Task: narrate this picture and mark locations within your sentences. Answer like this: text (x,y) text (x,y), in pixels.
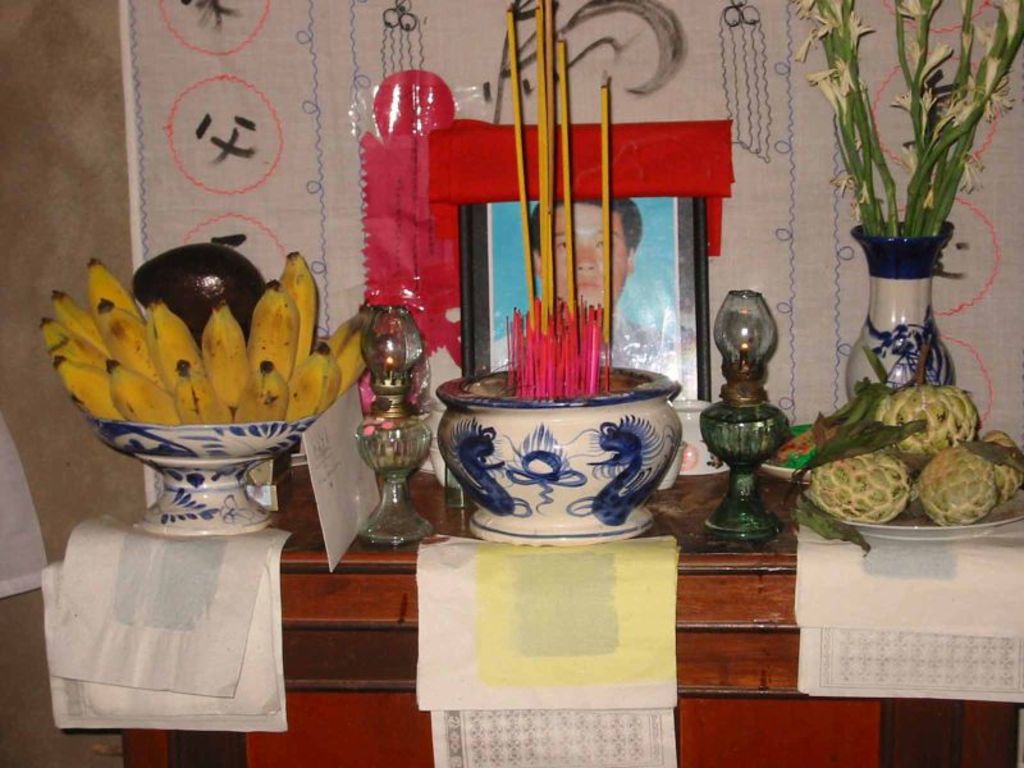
In the center of the image (679,480) there is a table (669,497). On the table (459,529) we can see a bowl (232,484) which contains bananas (239,349), lamps (401,482), card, photo frame (680,380), agarbatti (558,337), bowl (547,456), a plate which contains custard apples (869,484), papers (498,597). In the background of the image (390,216) we can see cloth (272,82), wall (120,114).
